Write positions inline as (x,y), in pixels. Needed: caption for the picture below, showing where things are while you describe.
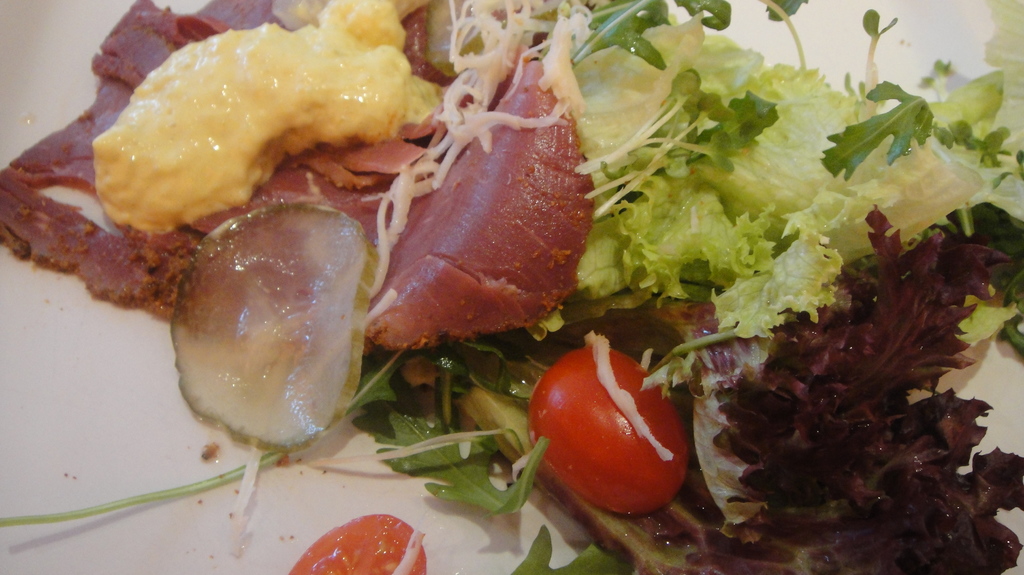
In the picture we can see some vegetables (577,436) and some meat (507,313) and on it we can see a paste (199,126) which is yellow in color.
